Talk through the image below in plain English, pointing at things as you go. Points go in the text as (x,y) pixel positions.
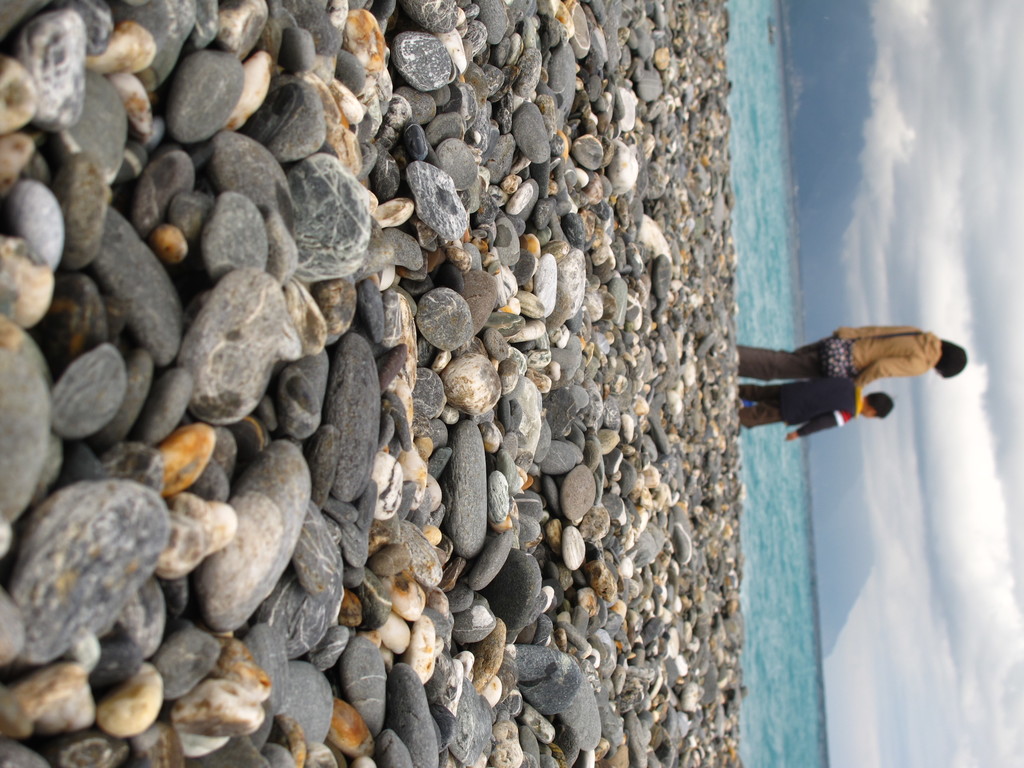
Here we can see stones (586,537), water (761,597), and two persons (743,385). There is sky (919,508) with clouds (930,475).
